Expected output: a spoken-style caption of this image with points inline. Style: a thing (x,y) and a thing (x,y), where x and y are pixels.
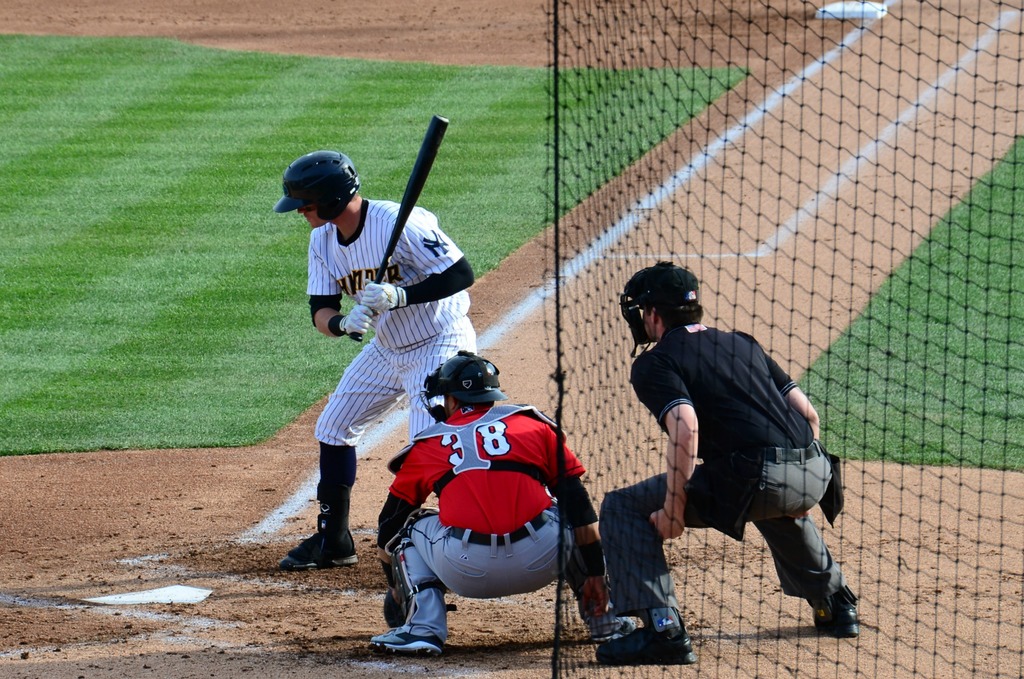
In this image we can see three persons (712,435) and they are wearing helmets (697,291). One person (377,342) is wearing gloves (393,304) and holding bat (358,333). On the right side (882,239) there is a net (960,458). On the ground (133,229) there is grass (1023,356).
